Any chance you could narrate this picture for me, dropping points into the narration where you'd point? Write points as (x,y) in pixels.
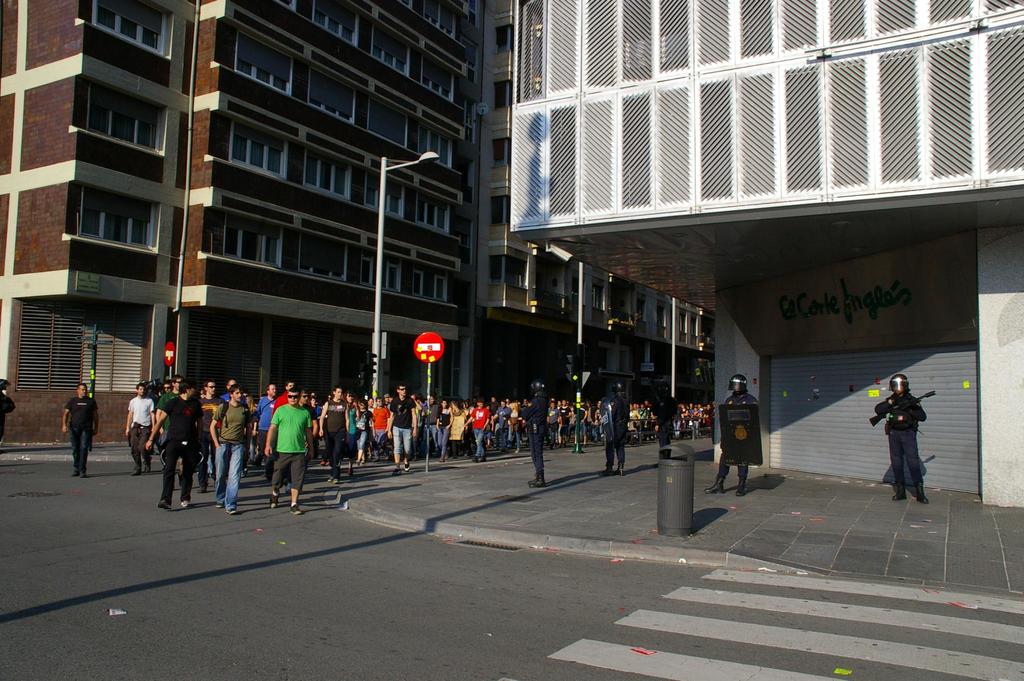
In the picture we can see a street (509,589) with a road (732,659) on it, we can see zebra lines (854,642) and beside the road (157,590) we can see a path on it, we can see a dustbin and some people (533,415) standing, holding guns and they are with helmets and on the path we can see a pole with stop board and on the road (323,676) we can see many people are walking and coming and to the both the sides of the people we can see buildings (118,262) with many floors (42,394) and windows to it and we can also see a pole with light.
